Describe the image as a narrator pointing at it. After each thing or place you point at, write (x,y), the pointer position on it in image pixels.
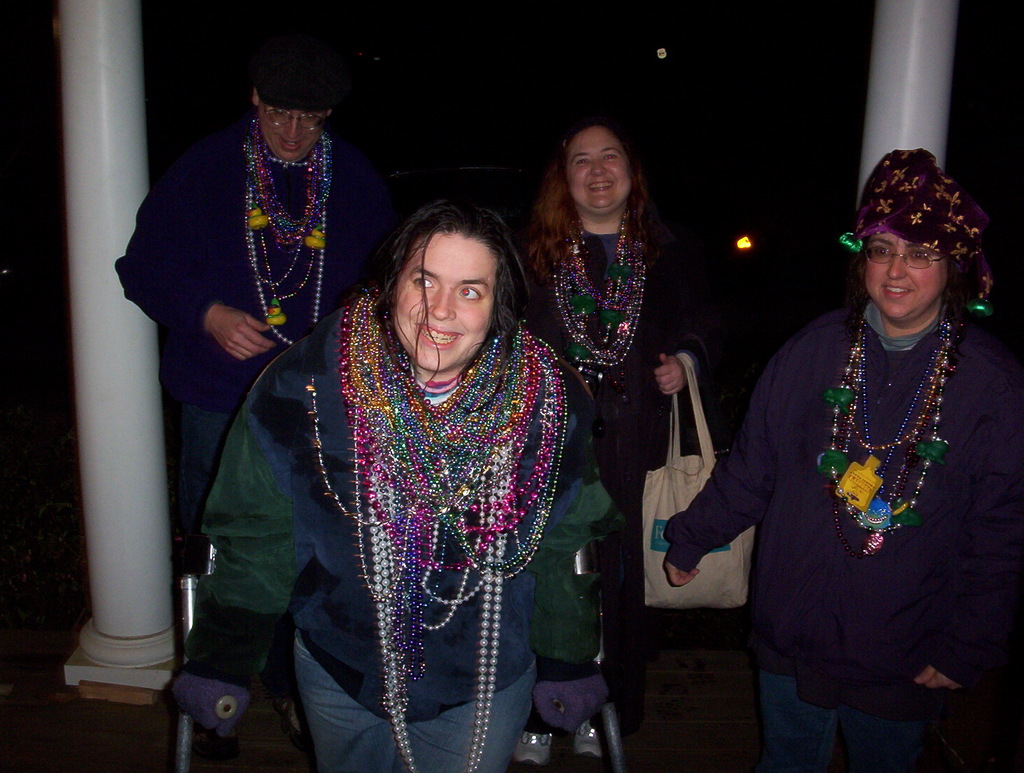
In this image I can see four persons (281,399) standing and smiling. At the back of these people (437,430) there are two pillars (108,140). The background (396,54) is in black color.
